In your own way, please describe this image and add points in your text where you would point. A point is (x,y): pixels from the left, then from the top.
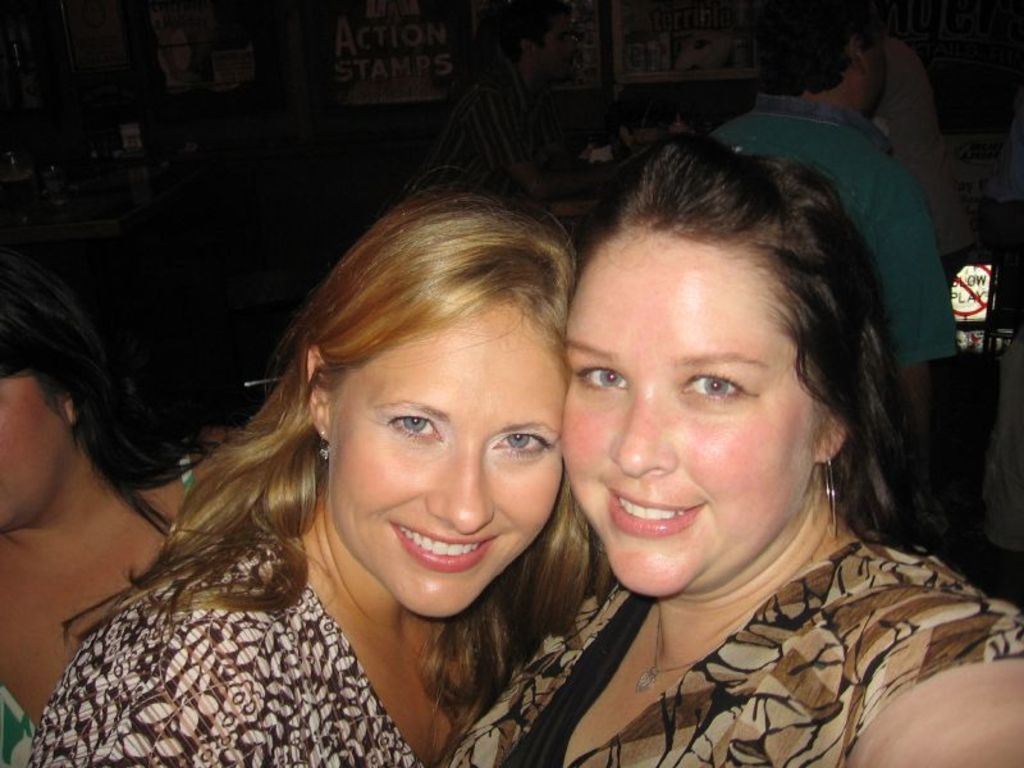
In this image I can see few people (318,504) with different color dresses (504,176). In the background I can see the boards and something is written on it.
